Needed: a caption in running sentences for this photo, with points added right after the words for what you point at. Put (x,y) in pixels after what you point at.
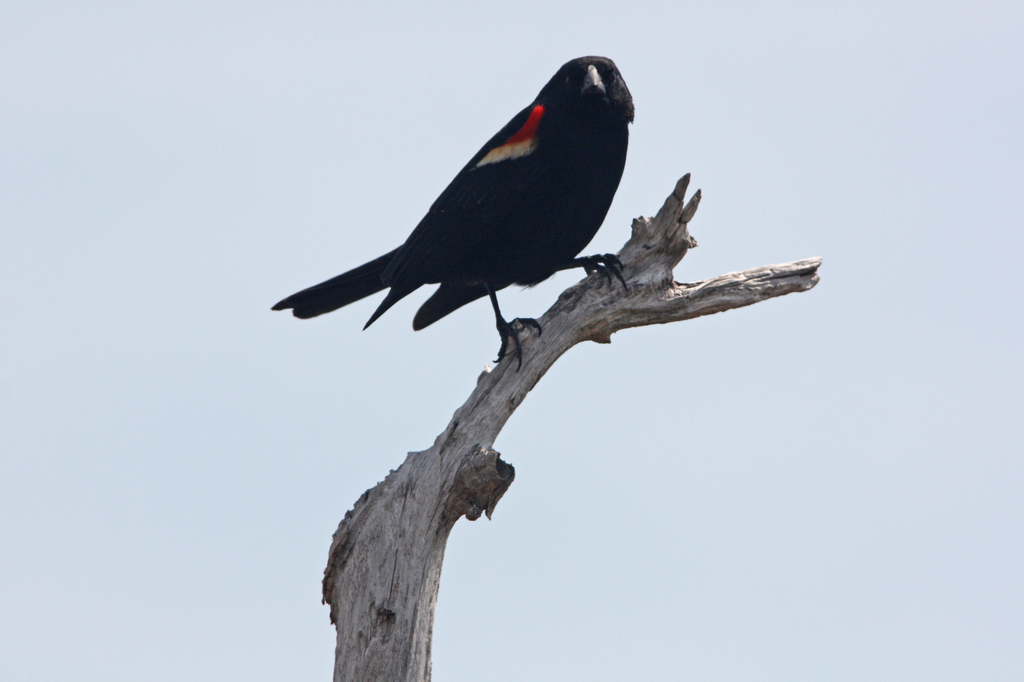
In this image, we can see a bird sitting on the stick (397,511) and we can see the sky (923,190).
